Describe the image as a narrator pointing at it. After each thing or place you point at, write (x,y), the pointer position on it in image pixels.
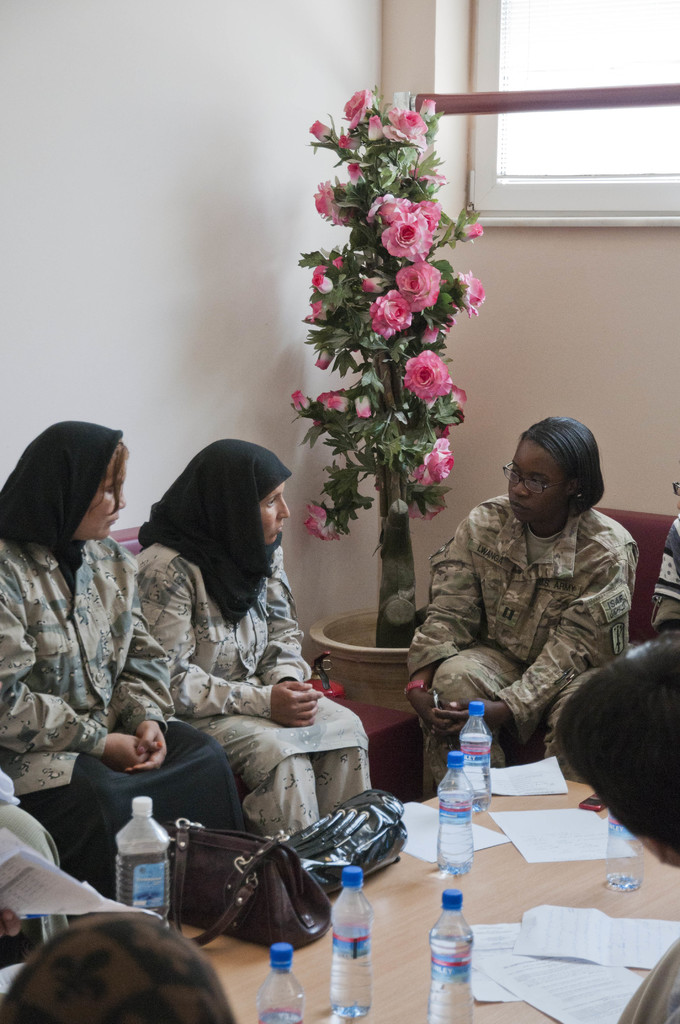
This image is clicked inside a room (423,806). There is a table (320,964) at the bottom (637,903). There are some persons (166,701) in the middle (227,674). They are wearing military dresses (226,743). On the table (550,872) there are bags (247,871), papers (505,965), water bottles (361,875). There is a flower vase (372,399) in the middle (346,456). There is a window (528,183) on the right side (514,195).
